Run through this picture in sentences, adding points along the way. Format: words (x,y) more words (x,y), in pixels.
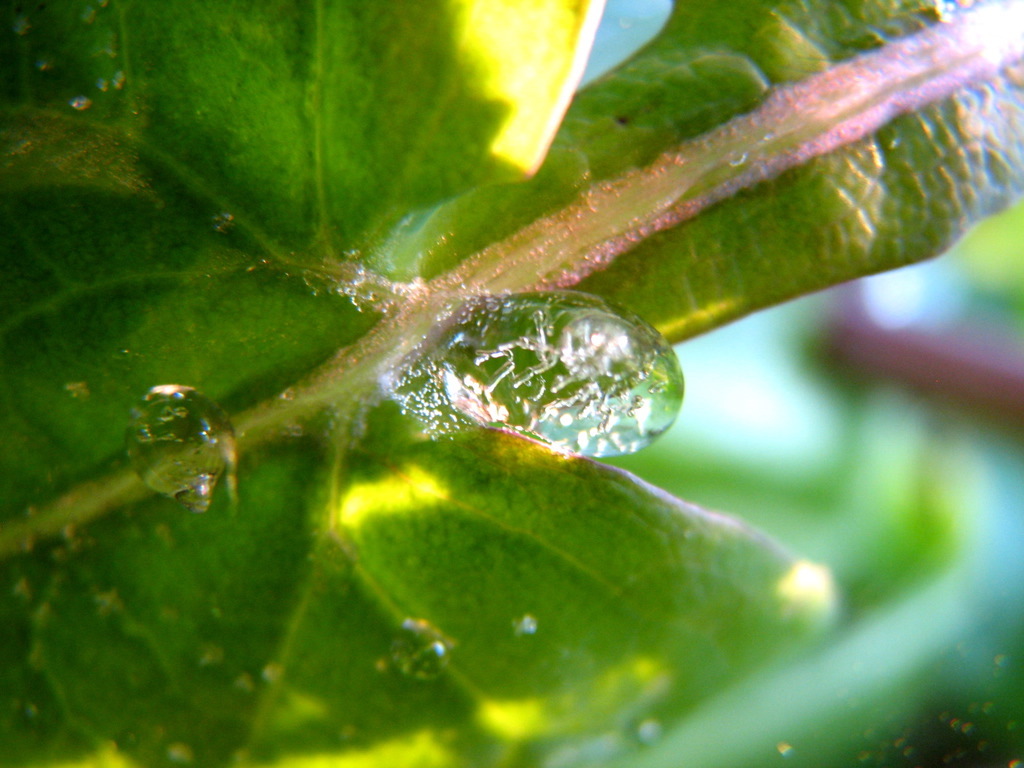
The picture consists of water (428,364) and leaf (679,316). The background (905,384) is blurred.
